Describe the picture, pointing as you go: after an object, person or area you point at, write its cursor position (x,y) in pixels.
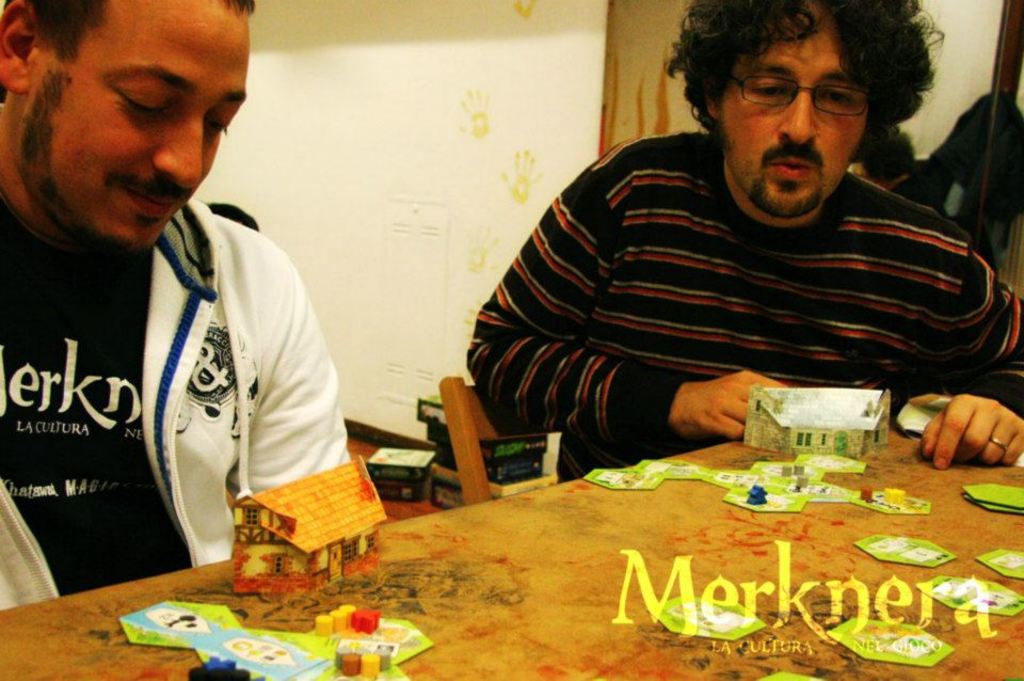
On the background (534,86) we can see a wall (507,94). Here we can see two men (891,215) sitting on chairs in front of a table (802,538) and on the table (623,643) we can see cardboard houses (371,535) and few paper boards (912,559).
